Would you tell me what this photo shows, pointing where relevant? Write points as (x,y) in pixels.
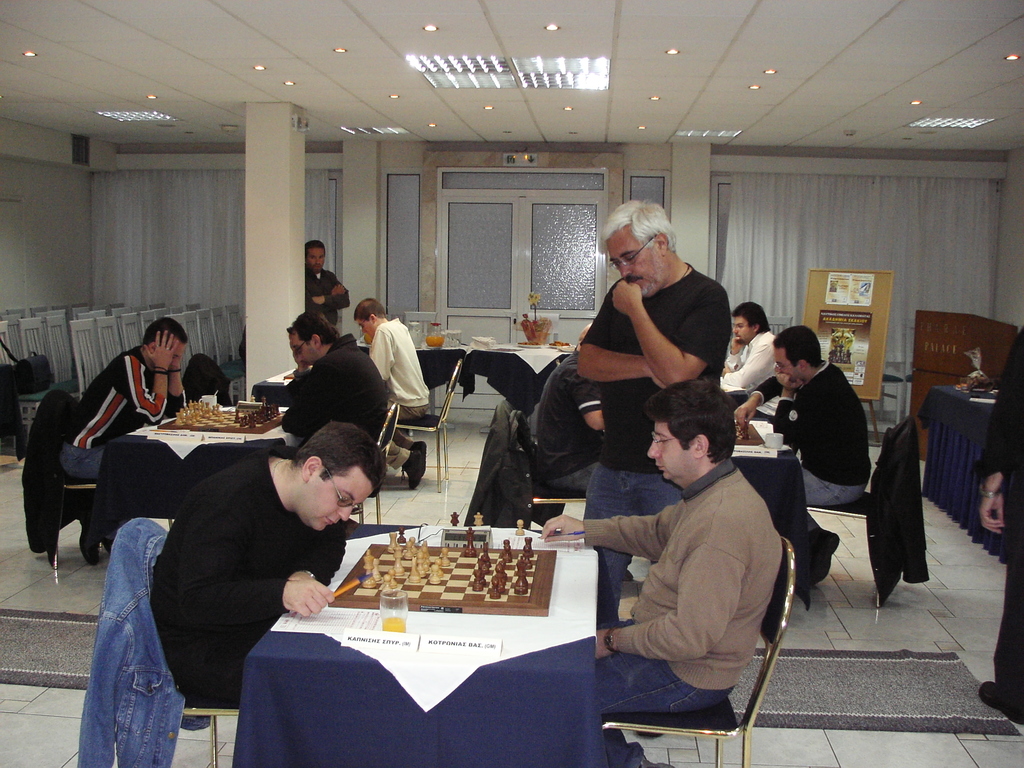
In the picture I can see two persons (694,624) sitting in chairs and playing chess (447,579) and there is a person (663,373) wearing black T-shirt (619,395) is standing beside them and there are few other persons (410,348) playing chess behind them and there are few other persons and some other objects (526,219) in the background (522,207).
